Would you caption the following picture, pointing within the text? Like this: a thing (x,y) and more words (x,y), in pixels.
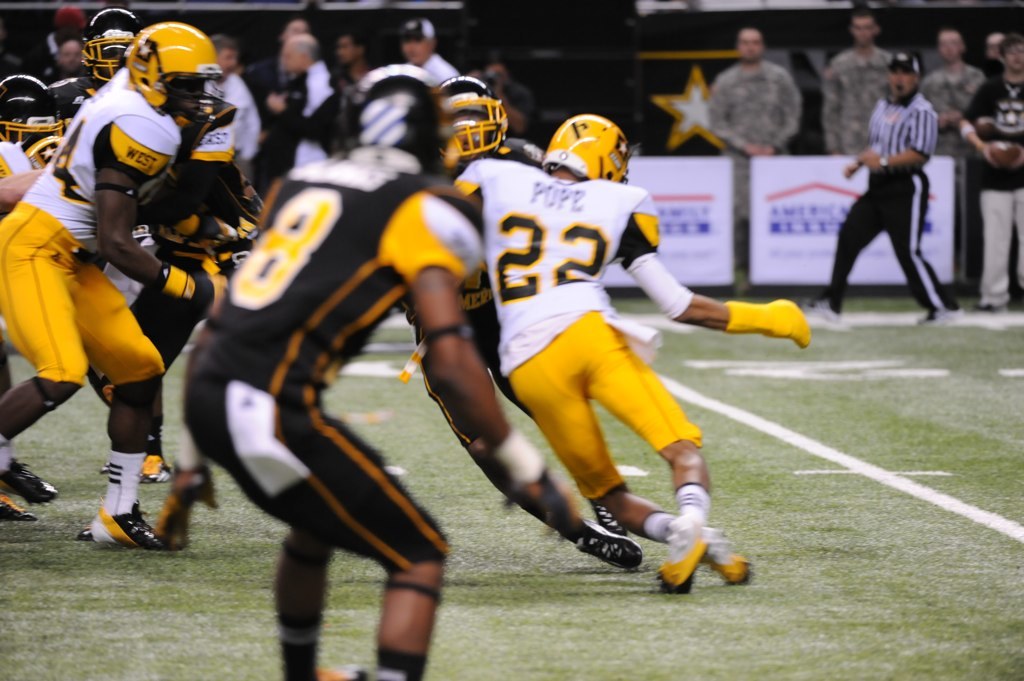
In this image I can see grass ground (353,364) and on it I can see few people (526,443) are standing, I can see they all are wearing sports jersey (391,259), shoes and helmets (416,143). In the background (980,118) I can see few boards (761,185), few more people (732,120) and on these boards (719,207) I can see something is written.
